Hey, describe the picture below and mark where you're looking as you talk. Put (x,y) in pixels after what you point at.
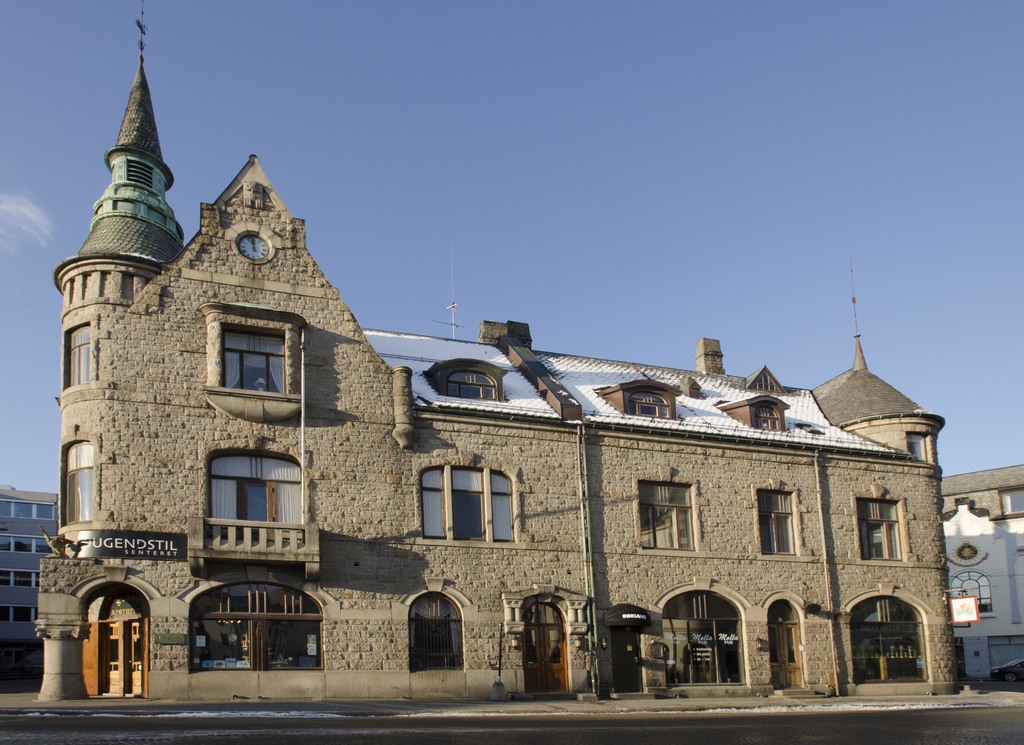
In the center of the image (501,363) we can see buildings (428,526), windows (448,537), doors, boards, clock (255,247), poles (142,37), roof (756,440). At the bottom of the image (753,731) there is a road (747,719). At the top of the image (682,143) there is a sky (758,236).
